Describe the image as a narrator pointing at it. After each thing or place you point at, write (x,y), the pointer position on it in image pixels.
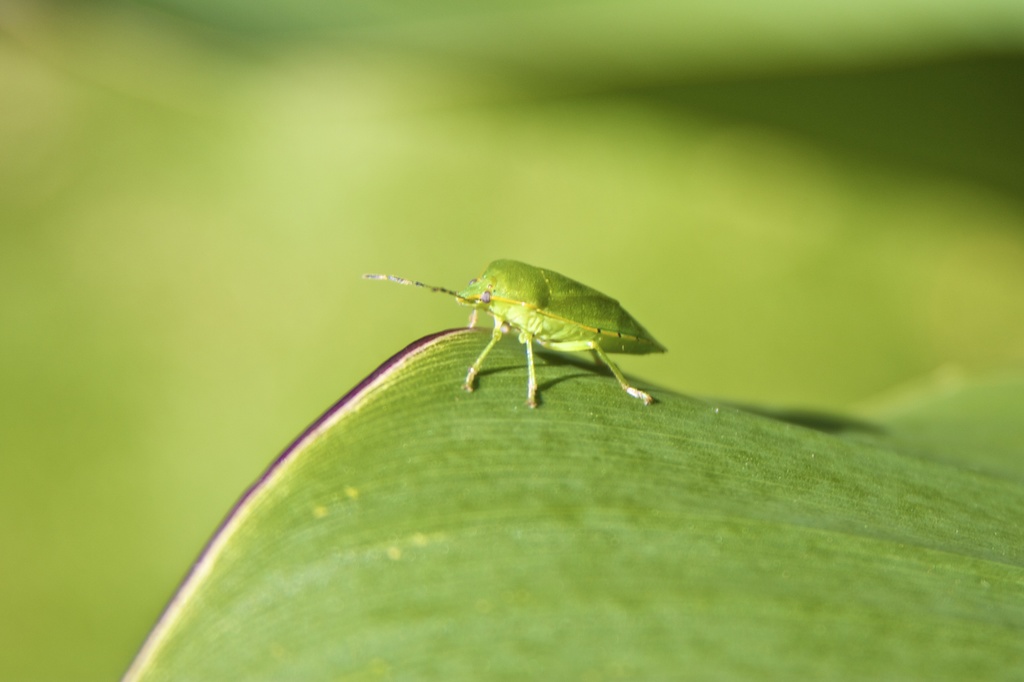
In this image we can see a green color bug (593,334) standing on a green color leaf (595,393).
